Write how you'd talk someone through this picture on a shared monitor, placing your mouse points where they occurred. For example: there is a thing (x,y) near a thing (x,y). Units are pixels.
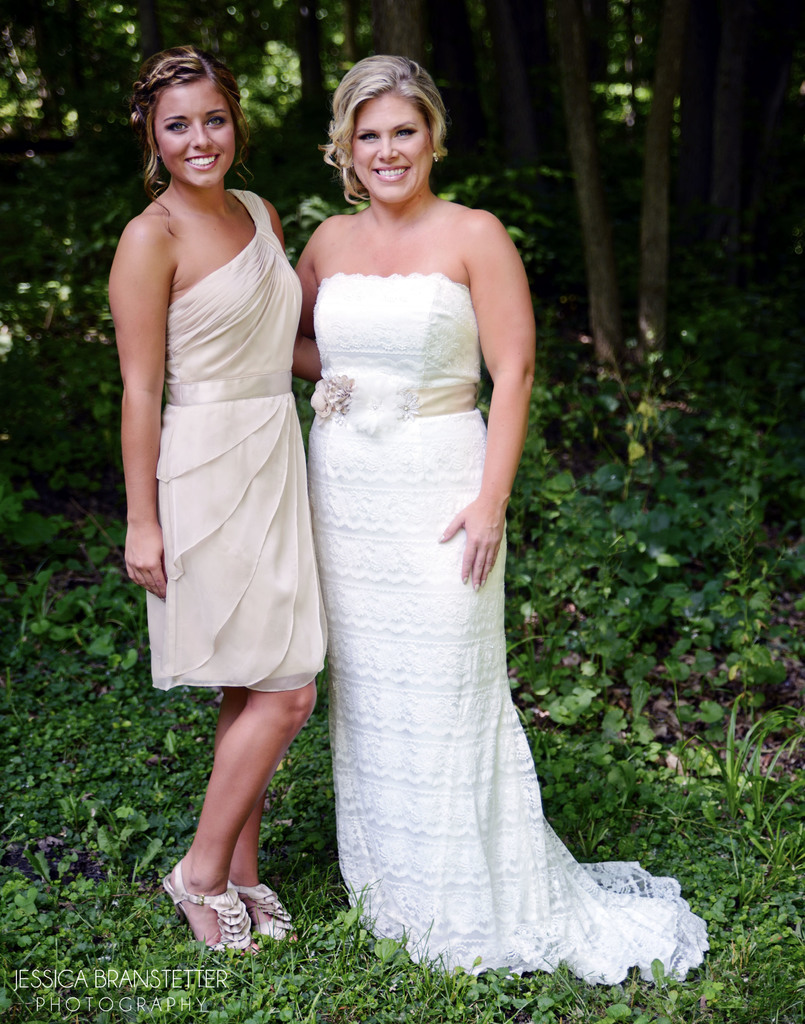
In the middle of this image (519,395), there are two women (351,153), smiling and standing on a ground (590,818) on which there is grass (106,916). On the bottom left (126,987), there is a watermark (119,973). In the background (421,28), there are trees (301,160) and plants (85,454).
